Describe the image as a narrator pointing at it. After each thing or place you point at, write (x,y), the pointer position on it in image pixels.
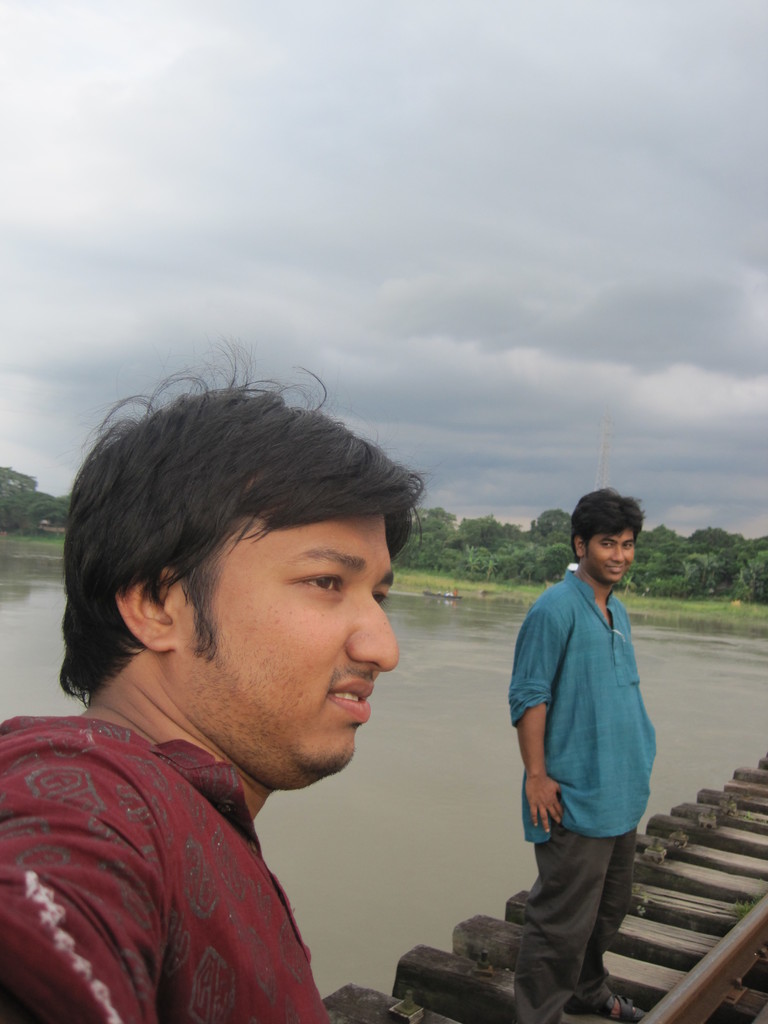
On the left (169,948) there is a man (106,667) who is wearing red shirt (130,892). Here we can see another man (567,715) who is wearing blue shirt (638,789), trouser (600,846) and sandal (628,1018). Both of them are standing on the railway track (731,884). Here we can see river (488,822). In the background (397,587) we can see many trees (499,576) and grass (669,604). On the top (607,177) we can see sky (458,132) and clouds (614,84).
